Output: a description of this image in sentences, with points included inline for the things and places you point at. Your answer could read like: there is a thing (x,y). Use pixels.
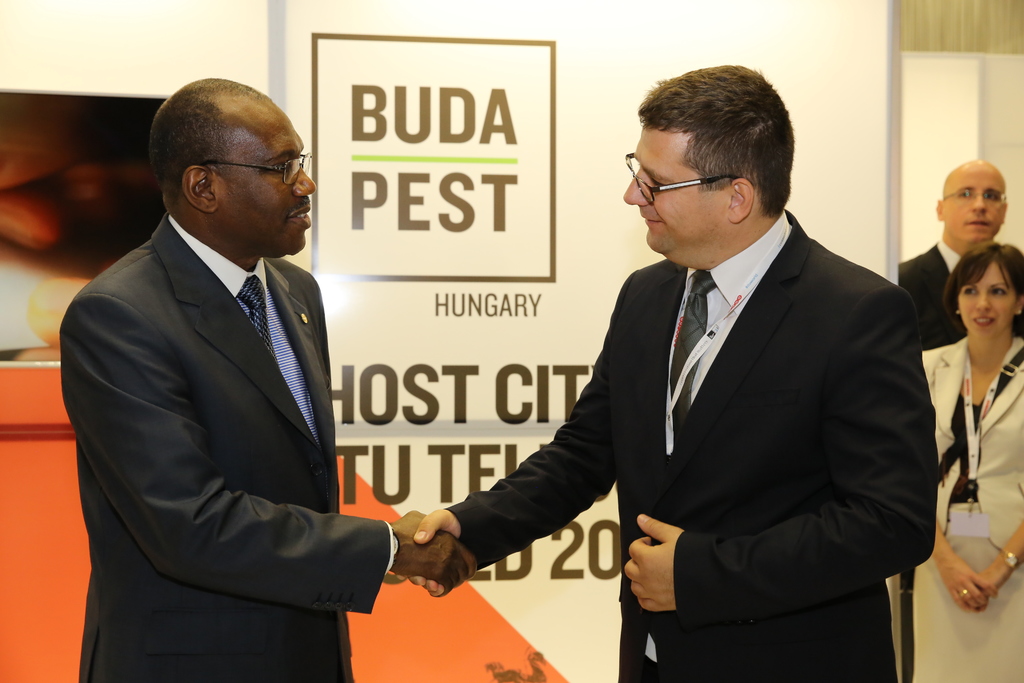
In the image there are two men (319,399) in the foreground (334,517), they are greeting each other and behind them there is some text (435,176) on a surface (453,347) and on the right side (936,276) there are two other people (941,290).
